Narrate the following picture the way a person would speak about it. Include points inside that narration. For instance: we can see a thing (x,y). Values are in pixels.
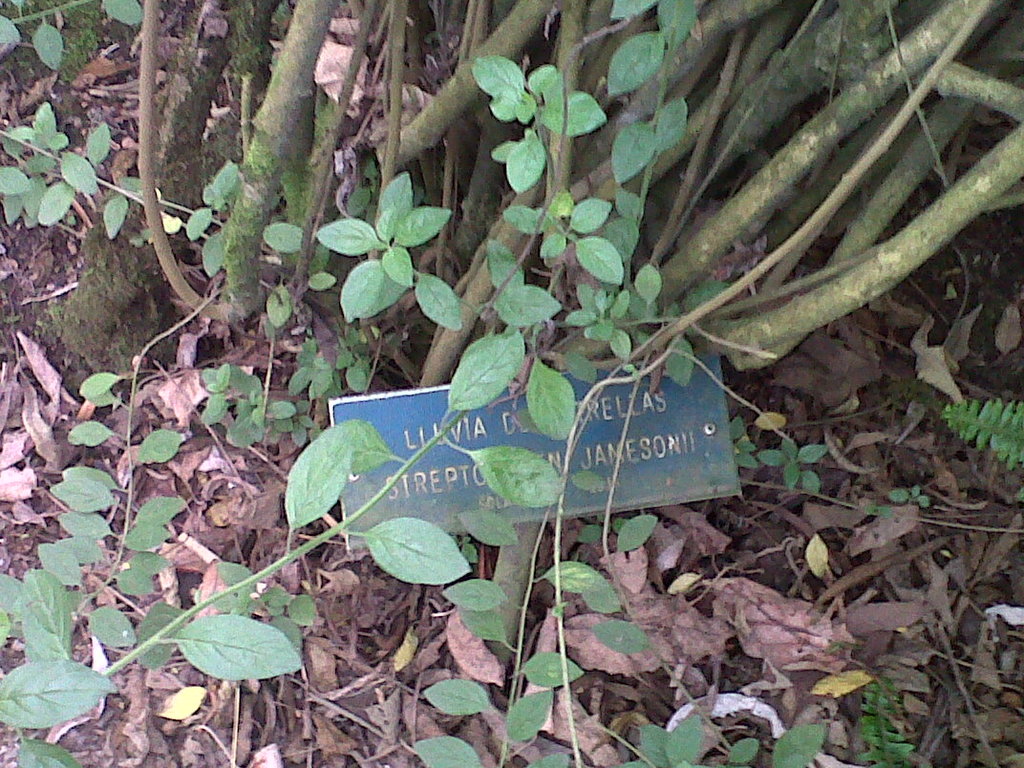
In this image I can see few leaves (473,676) on the ground (329,636), few plants (524,200) which are green in color and a blue colored board (502,445).
